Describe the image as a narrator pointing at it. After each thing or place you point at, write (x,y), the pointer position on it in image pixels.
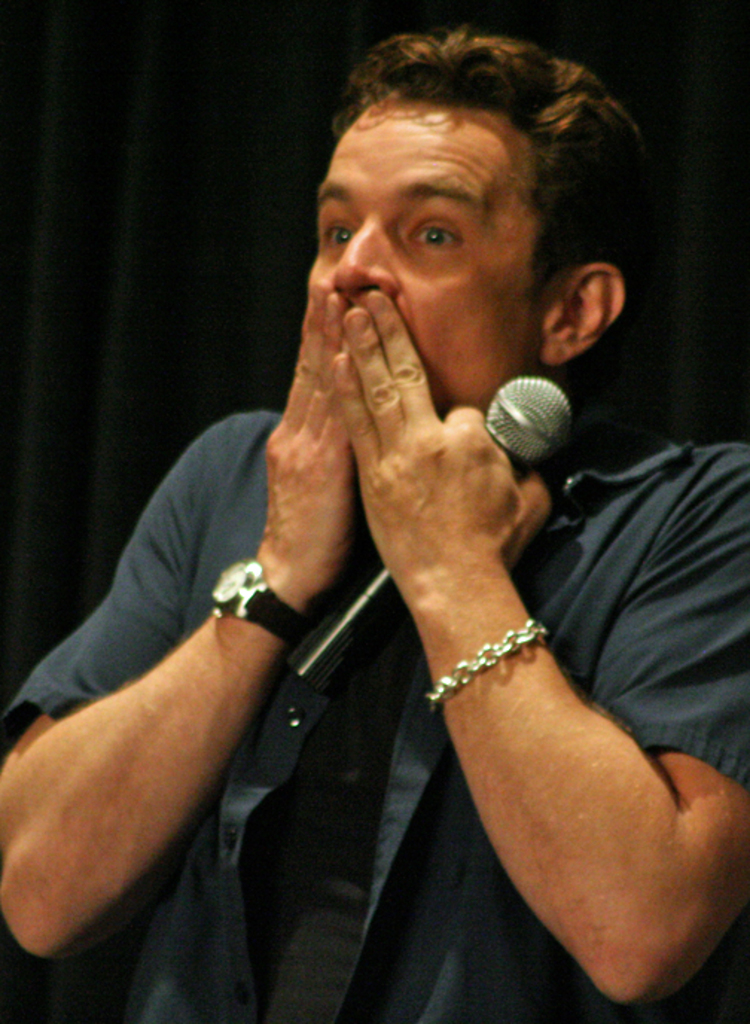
In this picture there is a man (466,493) wearing a blue shirt (613,615) is holding a mic (518,403) in his hand (491,440). He is wearing a bracelet (455,684) and a black watch (284,608) in his hands (464,618). There is a black curtain (212,276) at the background (147,295).
